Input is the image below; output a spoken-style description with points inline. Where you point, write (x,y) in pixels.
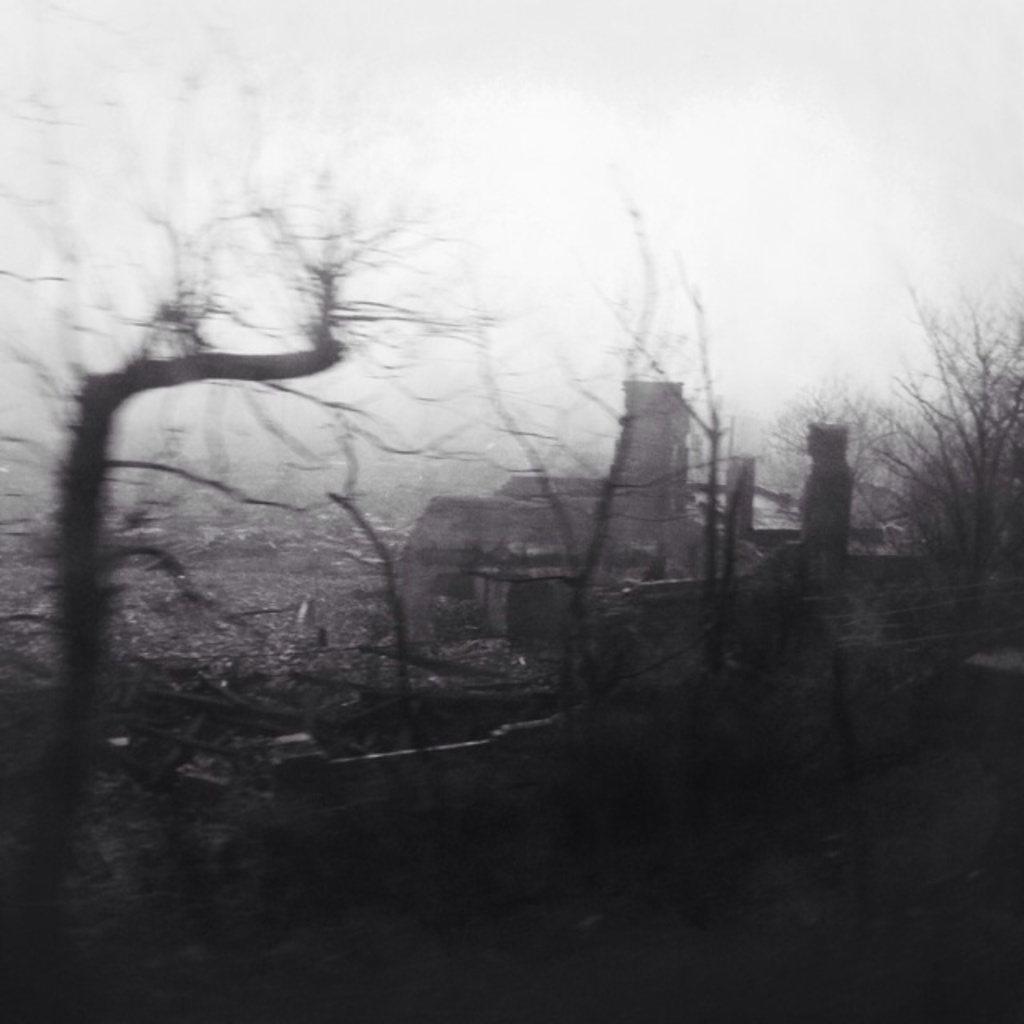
In the picture I can see trees (569,696), a building (519,591) and the sky (594,213). This picture is black and white in color.
